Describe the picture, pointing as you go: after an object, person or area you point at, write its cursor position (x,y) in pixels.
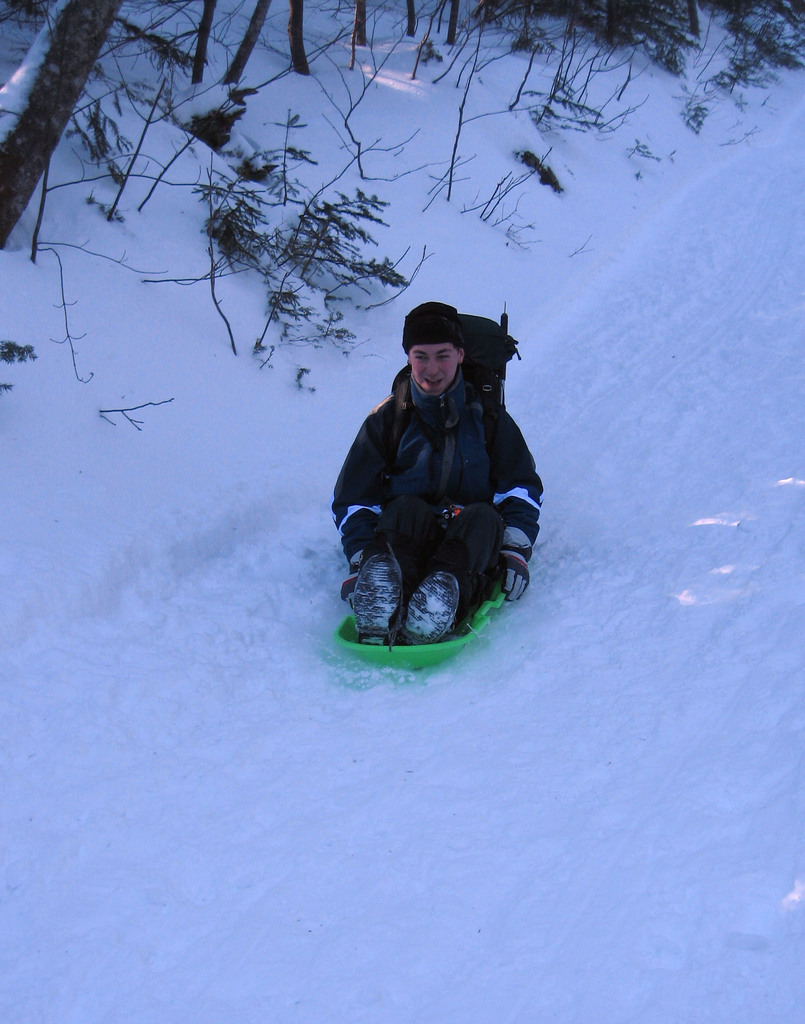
This picture is taken from the outside of the city. In this image, we can see a man (478,430) sitting on the object (395,659) and the object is placed on ice (301,767). In the background (431,41), we can see some trees (685,25) and plants (659,49). At the bottom (513,967), we can see a snow (648,406).
